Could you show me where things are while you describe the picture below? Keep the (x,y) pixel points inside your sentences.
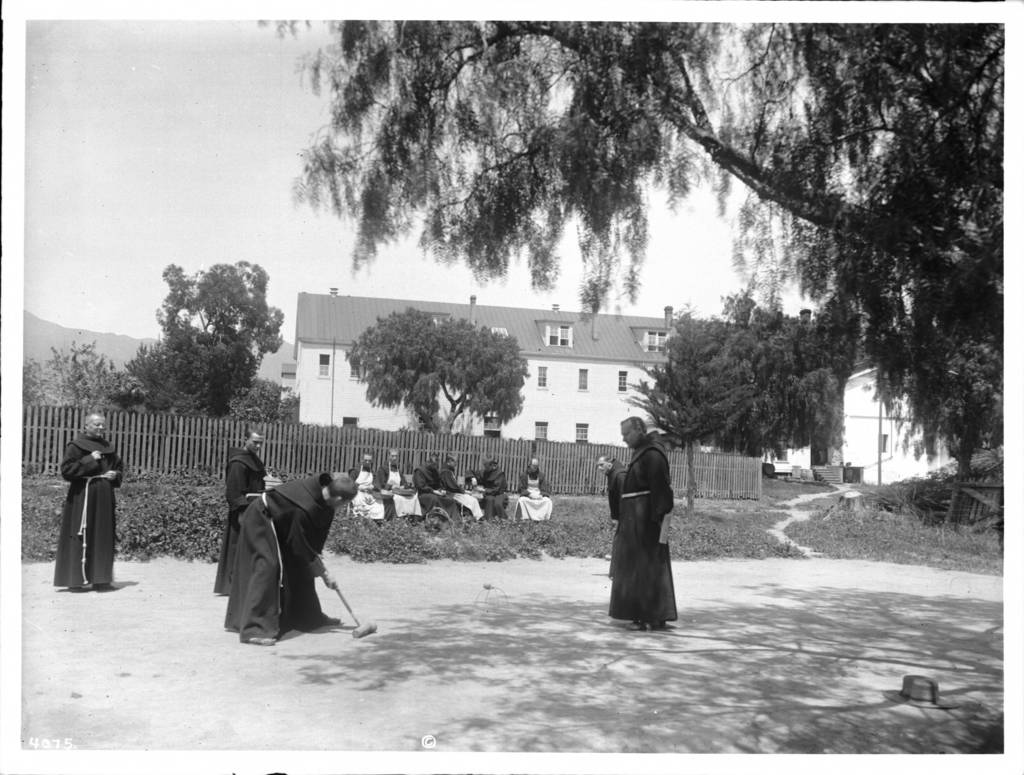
In this picture I can observe five people (276,524) standing on the land (335,603). Some of them are sitting on the land (381,520) in the middle of the picture (409,502). Behind them there is a wooden railing (444,449). In the background (181,340) there are trees (394,366), building (526,357) and sky (236,216).
